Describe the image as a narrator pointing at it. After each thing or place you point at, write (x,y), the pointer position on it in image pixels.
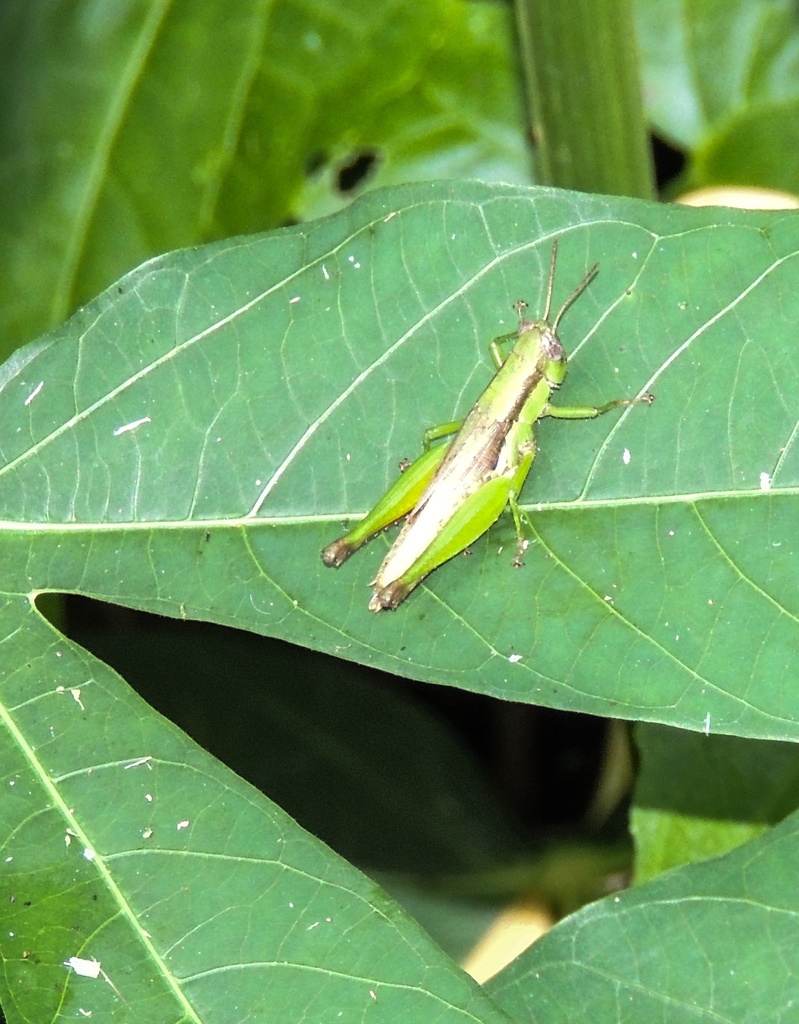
In this picture there is a grasshopper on the leaf (746,429). There are leaves (213,303) on the plant (566,94).
